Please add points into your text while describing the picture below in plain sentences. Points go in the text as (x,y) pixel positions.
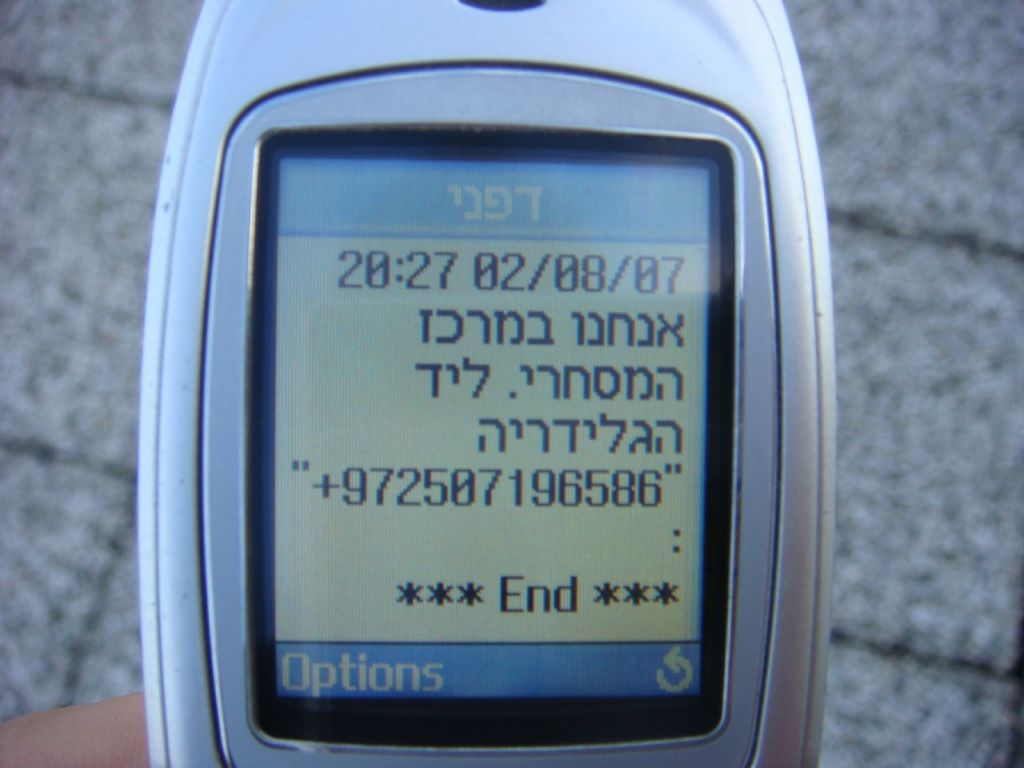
In this image in the foreground (681,412) there is one mobile (513,597), in that mobile (425,284) there is some text (579,398) and in the background (978,450) there is a floor (52,466).
